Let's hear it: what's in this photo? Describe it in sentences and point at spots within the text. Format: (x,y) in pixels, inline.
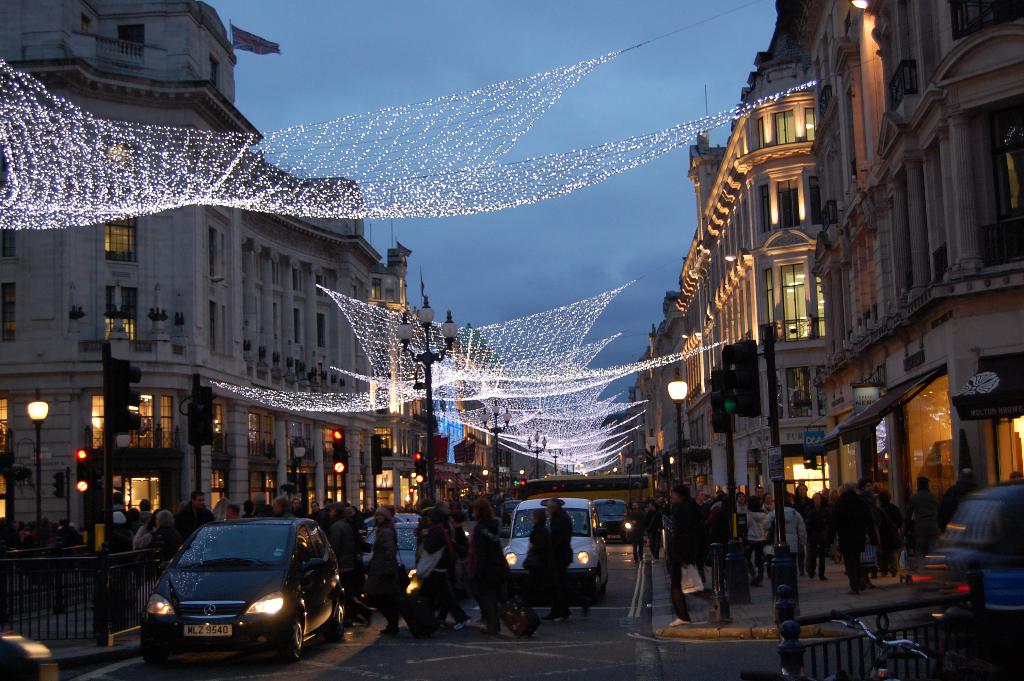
In this image we can see some vehicles (238,532) on the road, we can see people (443,590) among them some are holding the objects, there are some buildings (272,450) with windows (271,450), lights (281,403), poles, and grills (1001,1). On the top of the building (270,428) there are flags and in the background (456,249), we can see the sky (501,237).
